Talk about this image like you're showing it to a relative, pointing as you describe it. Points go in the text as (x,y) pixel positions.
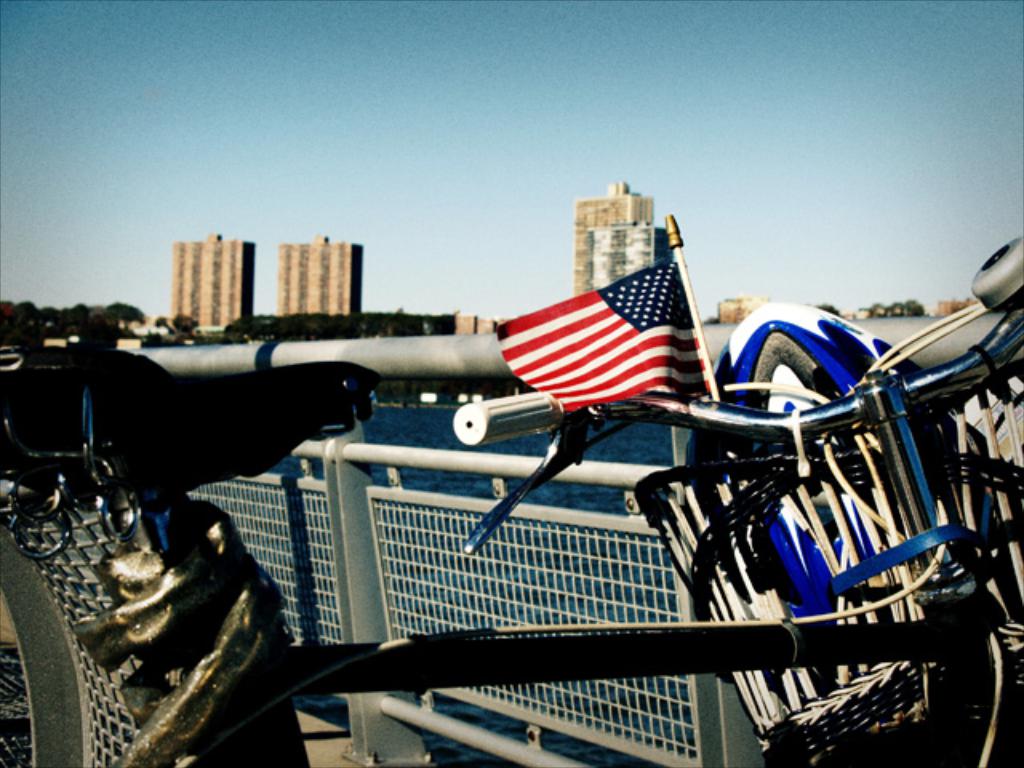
In this picture I can see a bicycle (834,427), a flag (671,274) and a helmet (806,380) in a basket (901,578), and there are iron grills (746,761), water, trees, buildings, and in the background (45,102) there is sky (416,205).
